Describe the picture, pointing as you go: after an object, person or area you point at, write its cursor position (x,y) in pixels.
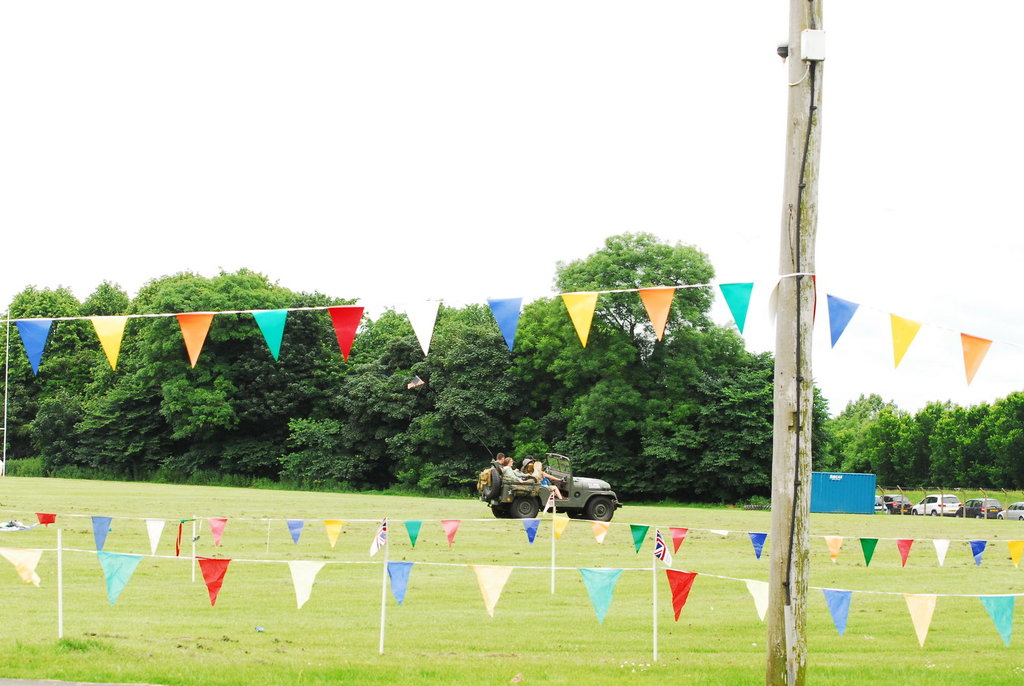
In this image in front (665,560) there is a wooden pole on which there are flags (609,599) decorated. At the bottom of the image (310,505) there is grass (359,511) on the surface (384,511). There are vehicles (956,502) on the right side of the image (1009,502). In the center of the image (564,453) there are people (506,475) sitting on the jeep (601,511). In the background of the image (482,457) there are trees (529,417) and sky (382,150).
